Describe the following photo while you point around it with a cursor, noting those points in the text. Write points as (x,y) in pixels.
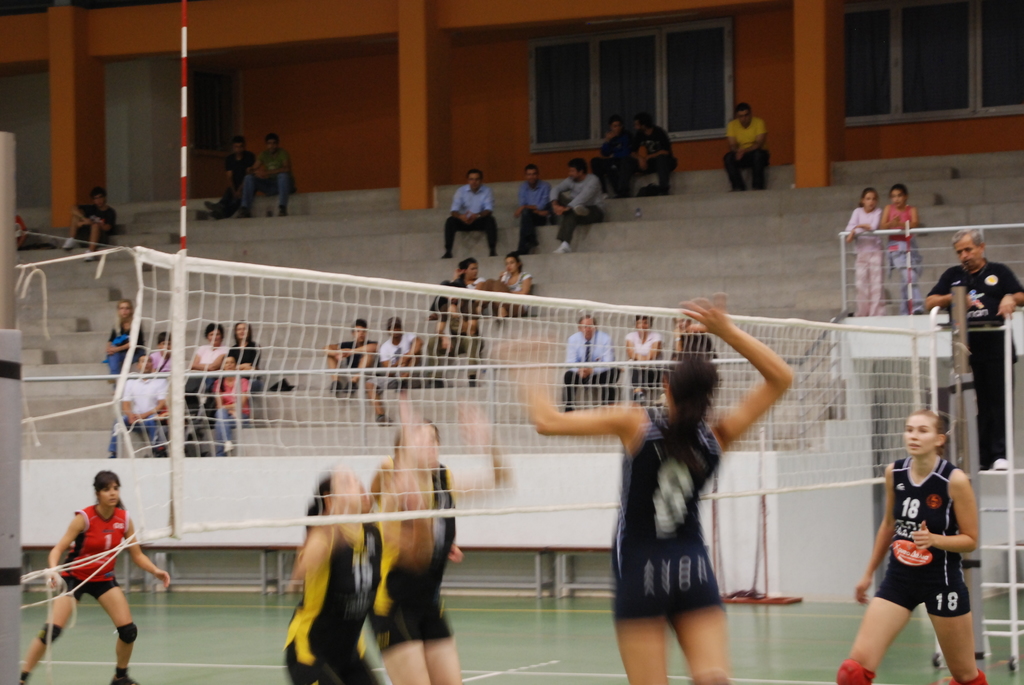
In this image in the center (471,421) there are some women (110,548) who are playing volleyball, and in the center (420,401) there is a net (509,335) and in the background (150,391) there are a group of people (581,191) who are sitting and watching the game and also there are some stairs (341,435) and a wall (837,466). In the background (844,82) there are some windows (937,36) and wall (328,97).
